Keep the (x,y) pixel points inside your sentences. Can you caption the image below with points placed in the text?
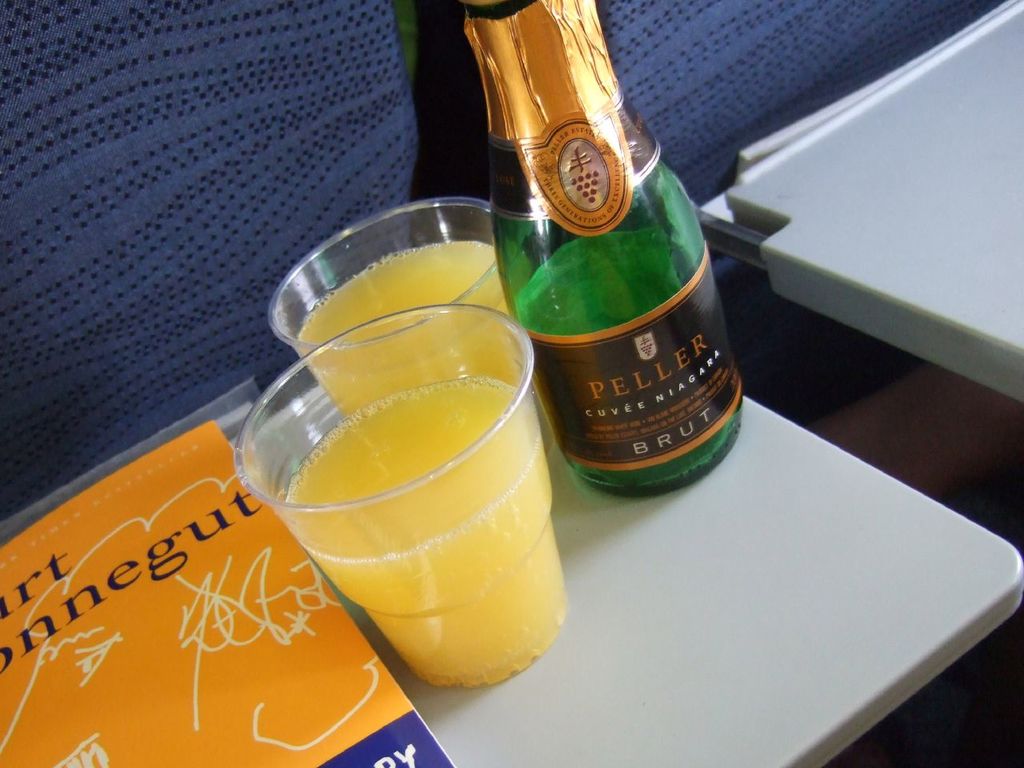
In this image i can see a green color glass bottle (586,294) and two cups (421,399) and a book (207,658) on a table (608,618).
